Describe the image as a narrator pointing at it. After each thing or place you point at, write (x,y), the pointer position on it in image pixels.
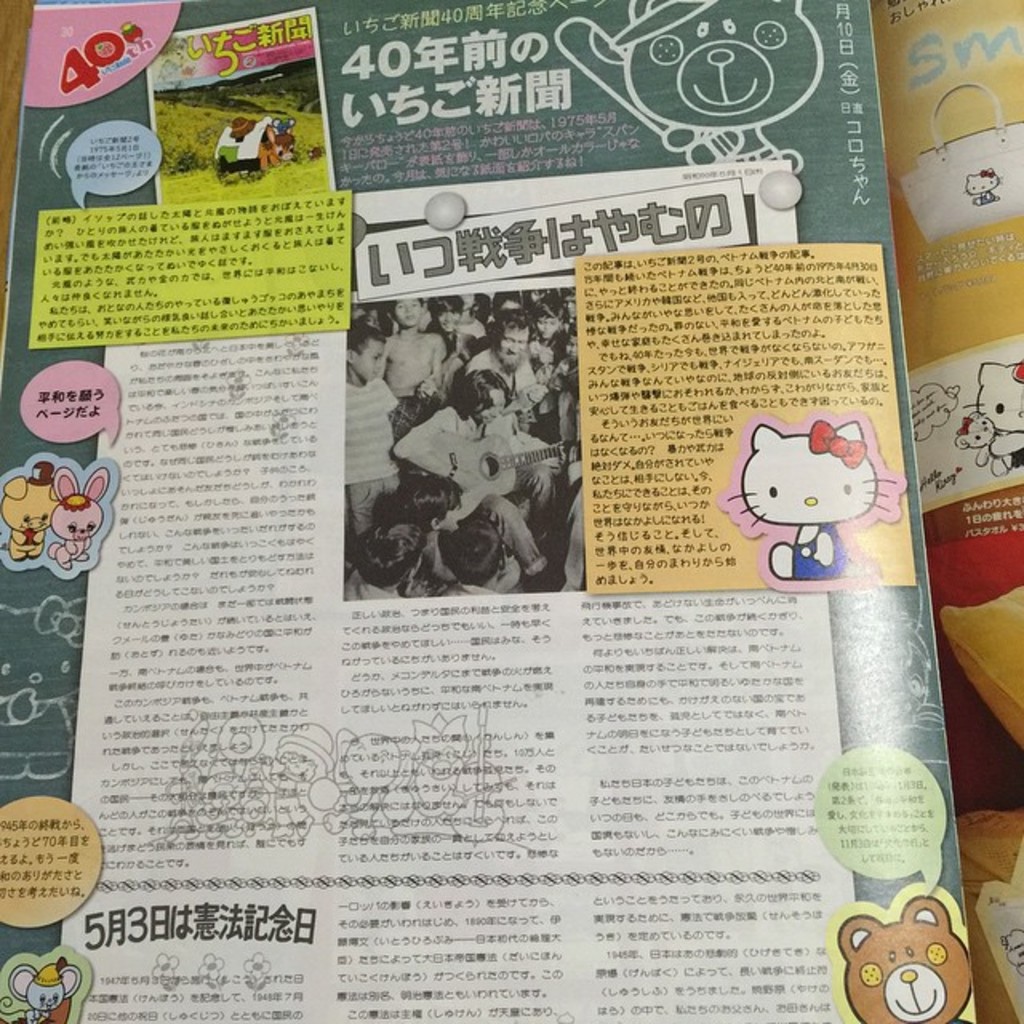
In this image I see a paper (222,497) on which there are cartoon pictures (41,637) and I see something is written and I see a picture (417,412) over here in which there are number of people (445,372) and I see that a person (482,391) is holding a guitar (500,483) and I see something is written over here too and I see few more cartoon pictures (1007,440) over here.
